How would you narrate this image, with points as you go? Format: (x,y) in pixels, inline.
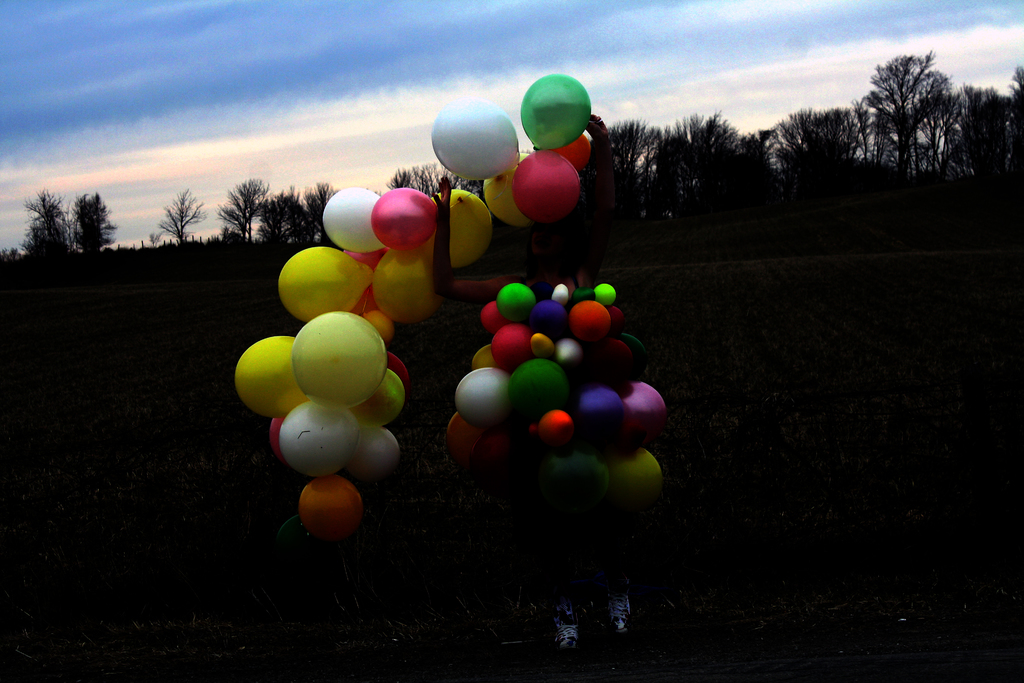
In this picture, we can see a person (567,602) holding a few balloons (419,312), and we can see the ground (780,432), trees (304,204), and the sky (313,93) with clouds (616,90).
